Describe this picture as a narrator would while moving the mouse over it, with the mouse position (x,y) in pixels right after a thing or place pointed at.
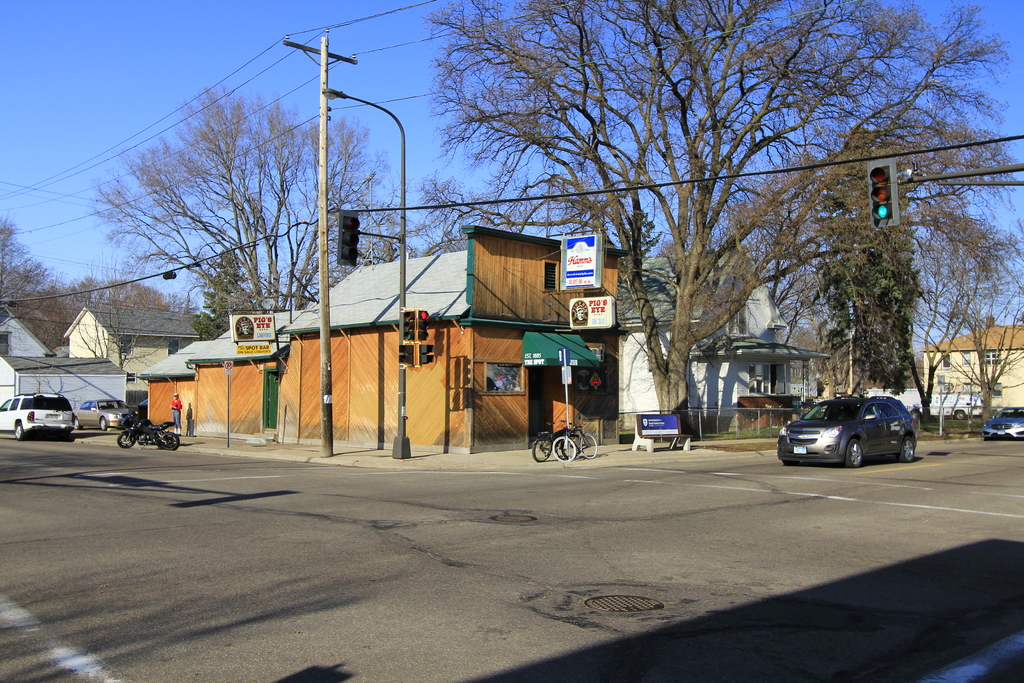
In this image there is the sky (297,63) towards the top of the image (184,43), there are trees (651,197), there are buildings (578,335), there are poles (404,429), there are wires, there is a street light (345,98), there is a traffic light (875,192), there are boards (593,258), there is text (584,280) on the boards (563,262), there is a person (175,400) standing, there is a bench (655,434), there is road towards the bottom of the image (394,601), there are vehicles (120,413) on the road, there are two bicycles (570,452).
